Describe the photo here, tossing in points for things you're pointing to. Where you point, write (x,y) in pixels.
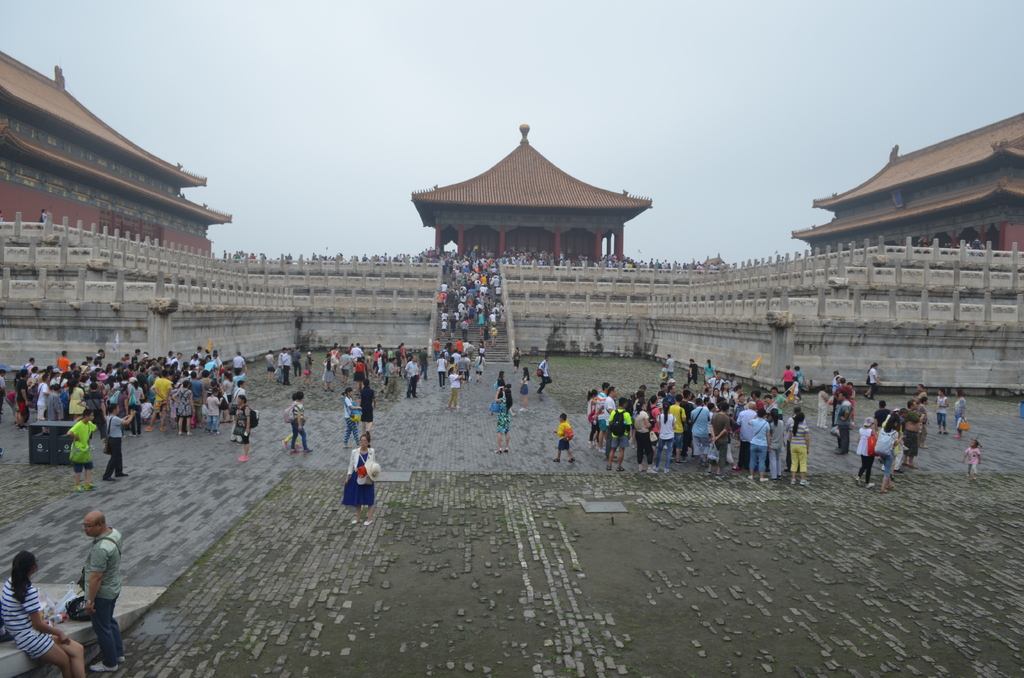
In this image I can see group of people (593,398) are standing. Here I can see buildings (532,235) and the sky (265,238) in the background (701,240).
